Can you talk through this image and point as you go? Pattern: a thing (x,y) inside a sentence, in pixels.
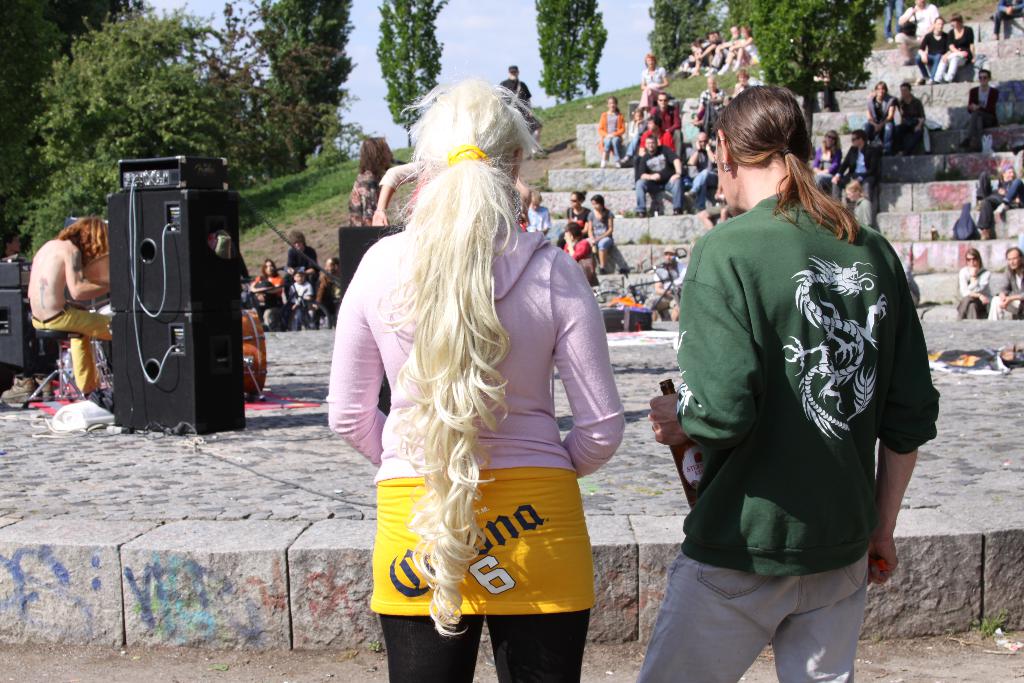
In this image we can see a few people (452,515), among them one person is playing the musical instrument (254,369), there are some speakers (234,230), trees (227,155), grass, stairs (889,60) and some other objects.
